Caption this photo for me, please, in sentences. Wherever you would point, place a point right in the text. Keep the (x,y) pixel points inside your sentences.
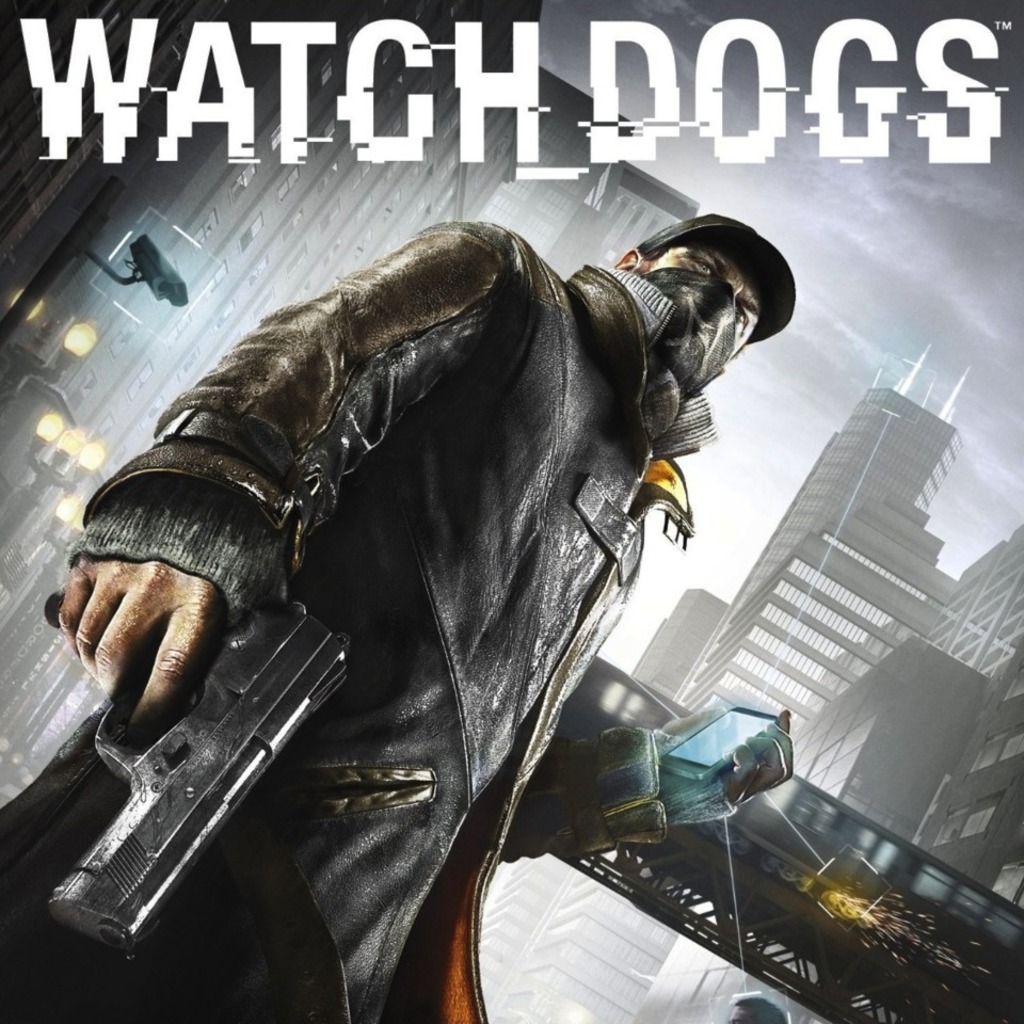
This looks like a poster. This is the man (533,560) standing and holding a handgun (262,671) and a mobile phone (690,763) in his hands (702,770). I think this is the train (883,907) on the bridge (873,954). These are the buildings (822,629). This looks like a CCTV camera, which is attached to a pole (57,265). I can see the letters (30,76) on the poster (518,65).
